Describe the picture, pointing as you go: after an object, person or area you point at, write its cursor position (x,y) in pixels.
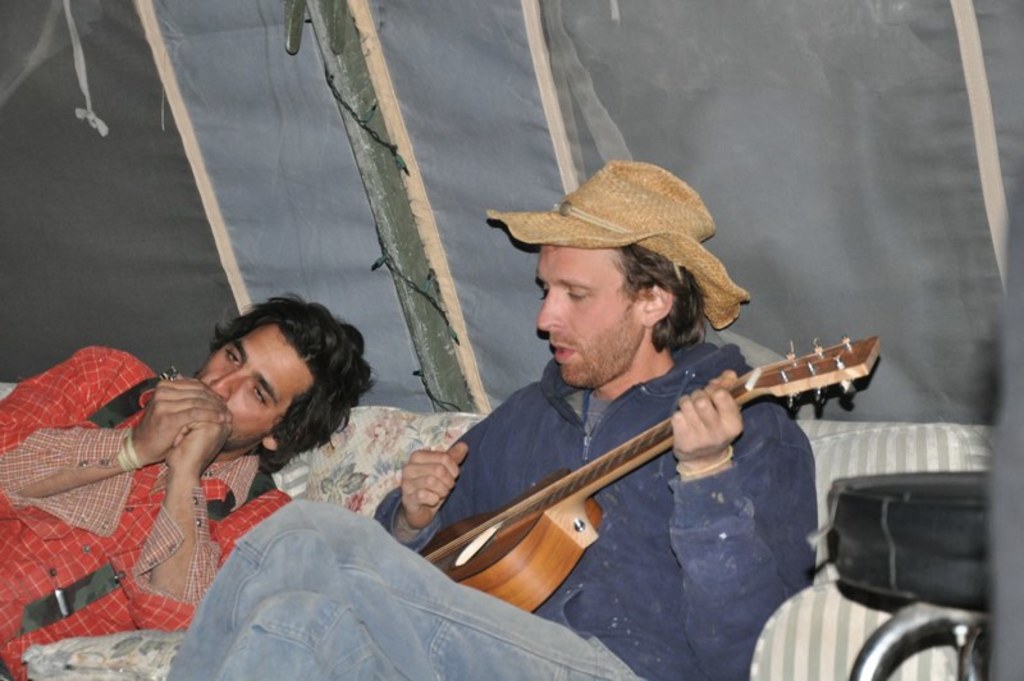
In this image there are two persons (333,390) who are playing musical instruments (645,457) and at the right side of the image (736,455) there is a person (728,480) playing guitar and at the left side of the image (270,434) there is a person (248,444) playing musical instrument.
